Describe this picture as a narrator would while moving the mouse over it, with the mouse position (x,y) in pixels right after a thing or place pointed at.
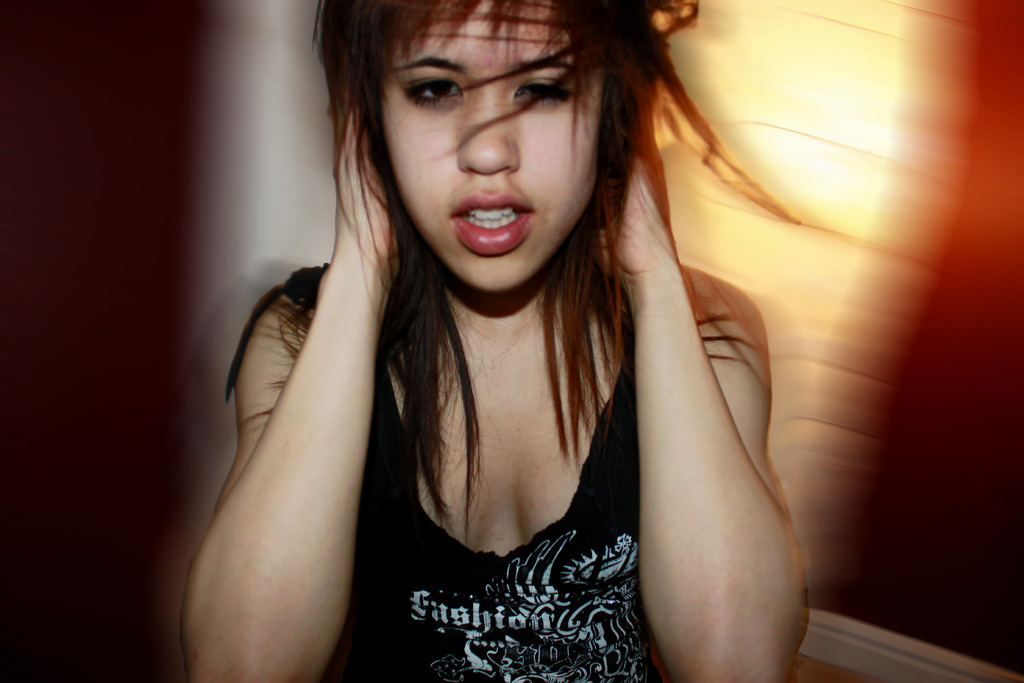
In this image we can see a girl (559,494). The background (915,543) is blurry.
